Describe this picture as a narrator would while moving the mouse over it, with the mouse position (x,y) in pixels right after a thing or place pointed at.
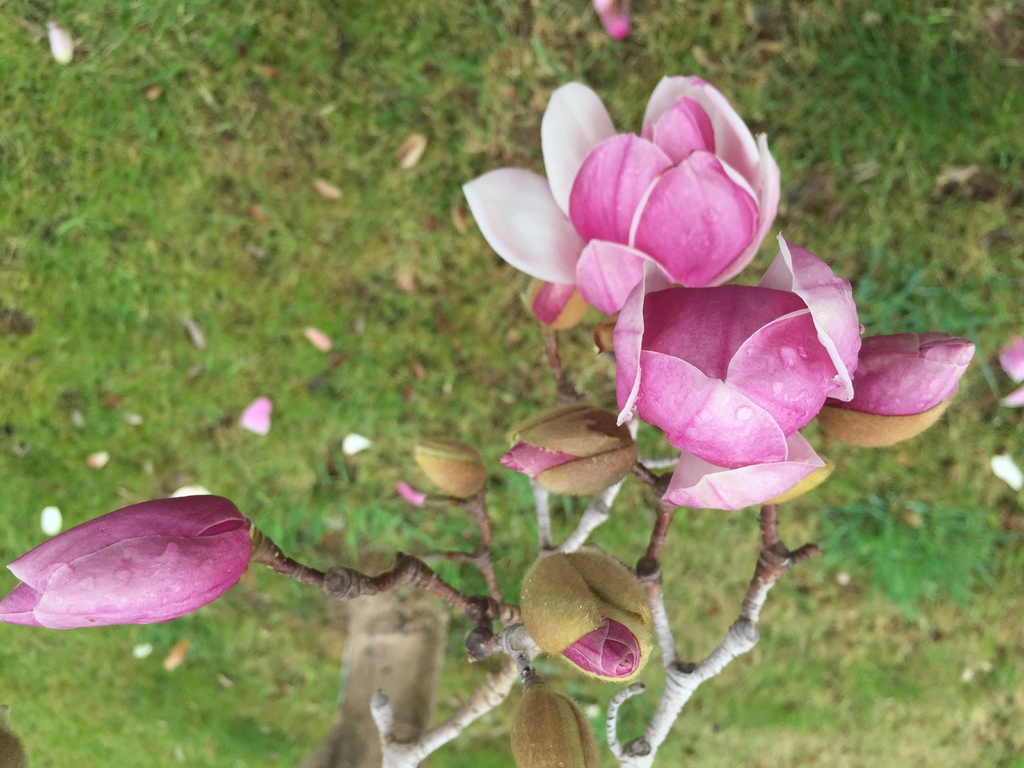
As we can see in the image there is grass (470,93), plant (469,706) and pink color flowers (154,584).
